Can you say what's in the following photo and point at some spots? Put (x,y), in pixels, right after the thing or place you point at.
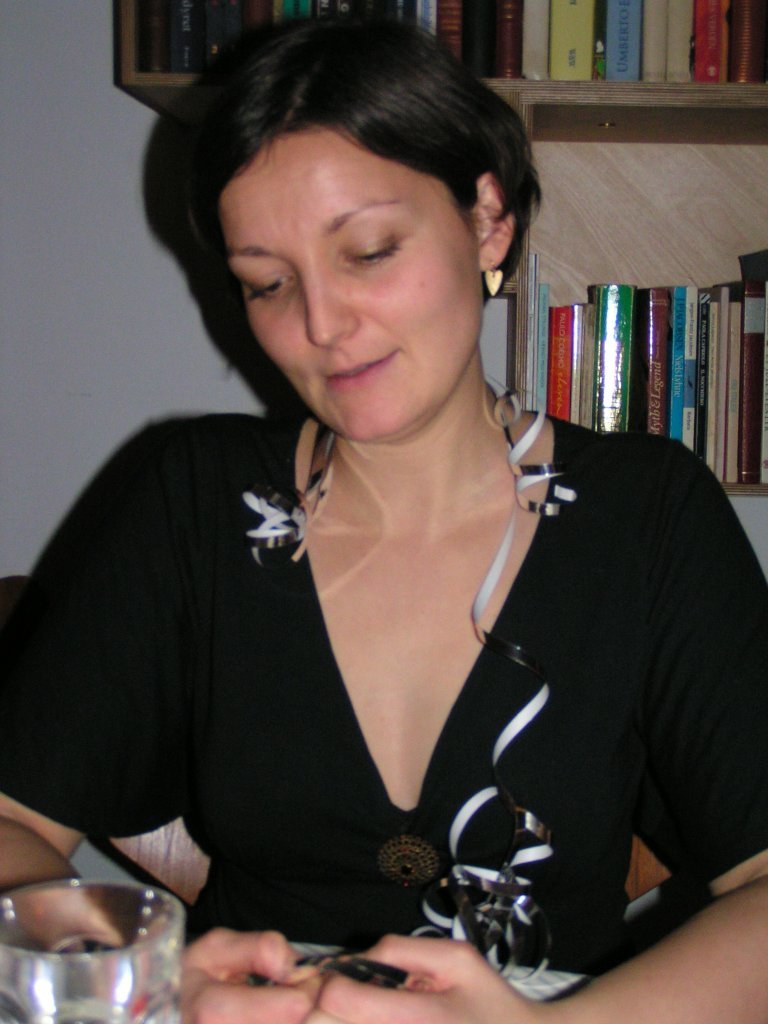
In the image we can see a woman (579,770) sitting, she is wearing clothes (523,789) and earrings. Behind her there are books (554,25) kept on the shelf (669,246) and in front of her there is a glass (81,966).
